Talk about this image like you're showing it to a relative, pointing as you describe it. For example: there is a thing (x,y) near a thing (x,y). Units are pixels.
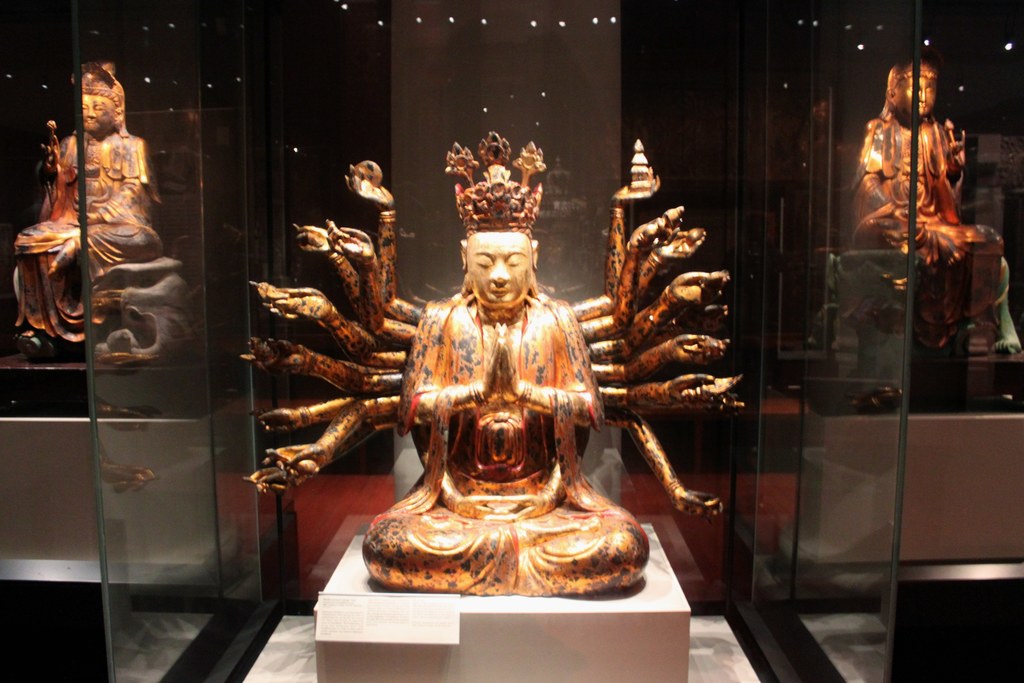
This picture is clicked inside the room (940,262) and we can see the sculptures (518,221) of persons (566,333) holding some objects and sitting. In the background (403,86) we can see the wall (446,80) and the lights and the glasses (814,575).
